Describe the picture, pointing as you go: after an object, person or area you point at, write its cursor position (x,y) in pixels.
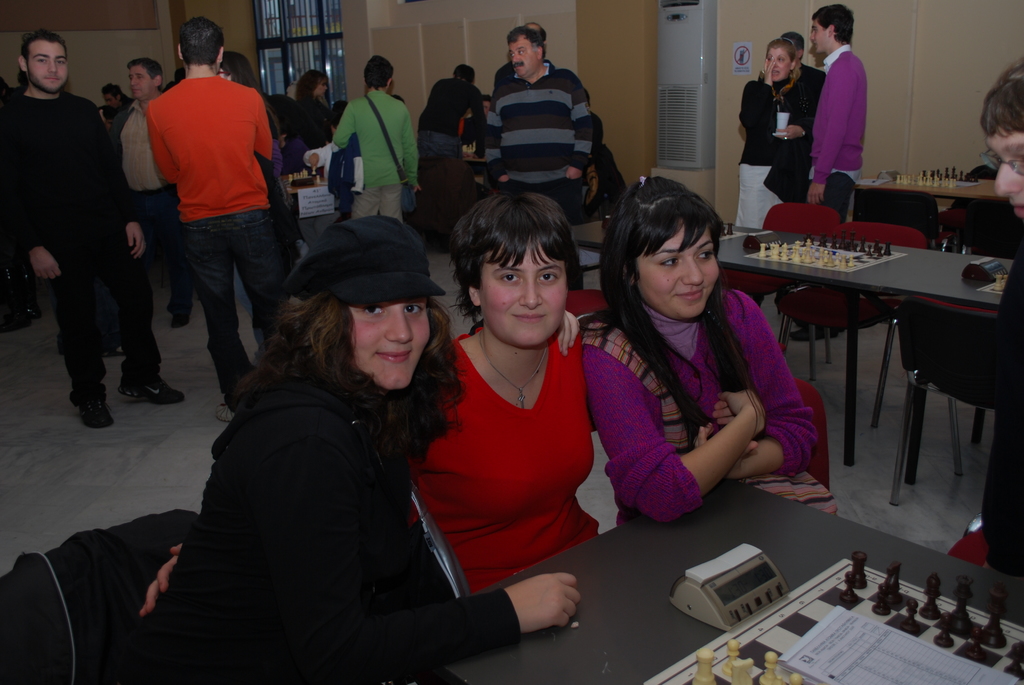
The image is inside the room (713,146). In the image there are three people (578,333) sitting on chair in front of a table (673,609), on table (675,630) we can see a stop watch (758,575), chess board (1021,628), paper (931,678) and we can also see group of people (349,129) are standing in background (772,151). On right (727,48) there is a air conditioner (677,36), wall (753,25) which is in cream color in background (278,44) there is a window (310,66).
